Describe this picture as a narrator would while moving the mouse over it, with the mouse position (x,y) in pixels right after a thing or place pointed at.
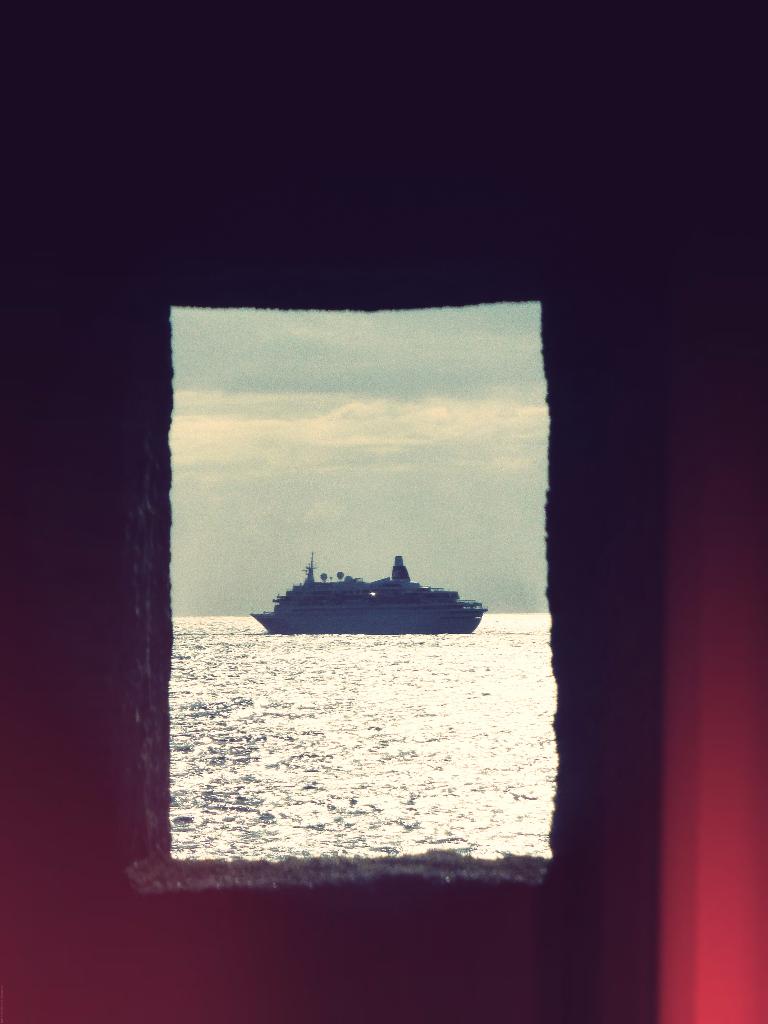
In this picture we can see water (386,709), there is a ship (377,609) in the water (415,691), we can see the sky (389,472) in the background (365,443), here we can see a dark background.
